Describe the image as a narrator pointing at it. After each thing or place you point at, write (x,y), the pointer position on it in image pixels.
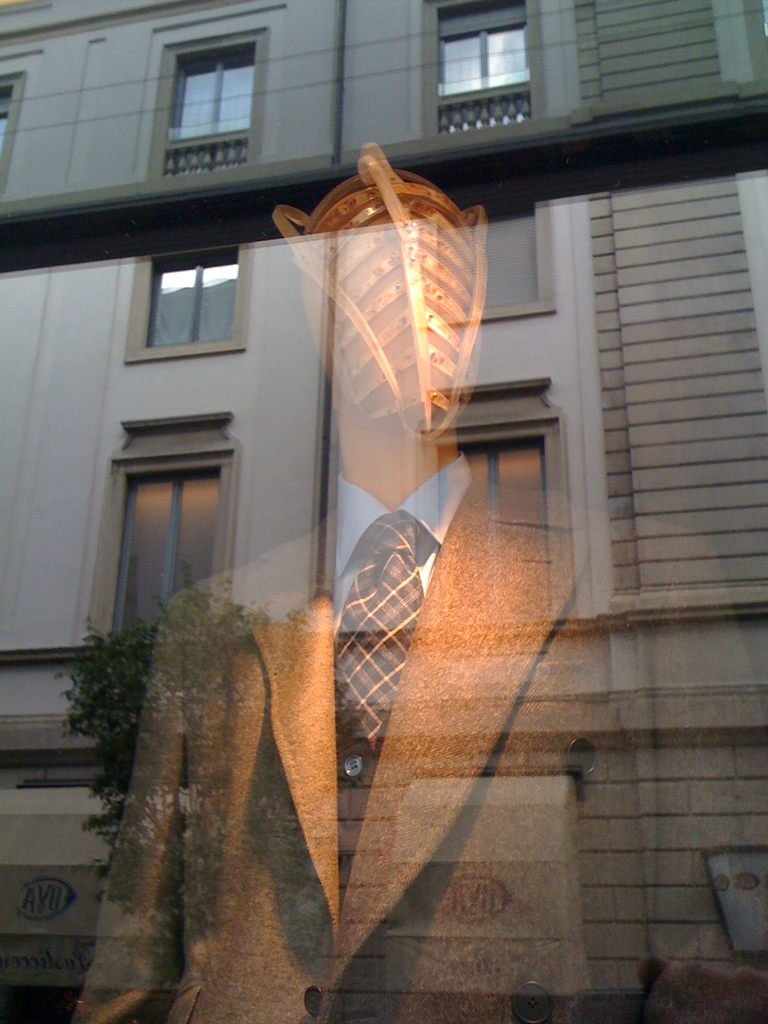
In the picture I can see a building (616,503) which has windows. I can also see a tree (224,628) and a mannequin (259,630) which has a coat (483,809), a tie (376,531) and a shirt (458,482) on it.
